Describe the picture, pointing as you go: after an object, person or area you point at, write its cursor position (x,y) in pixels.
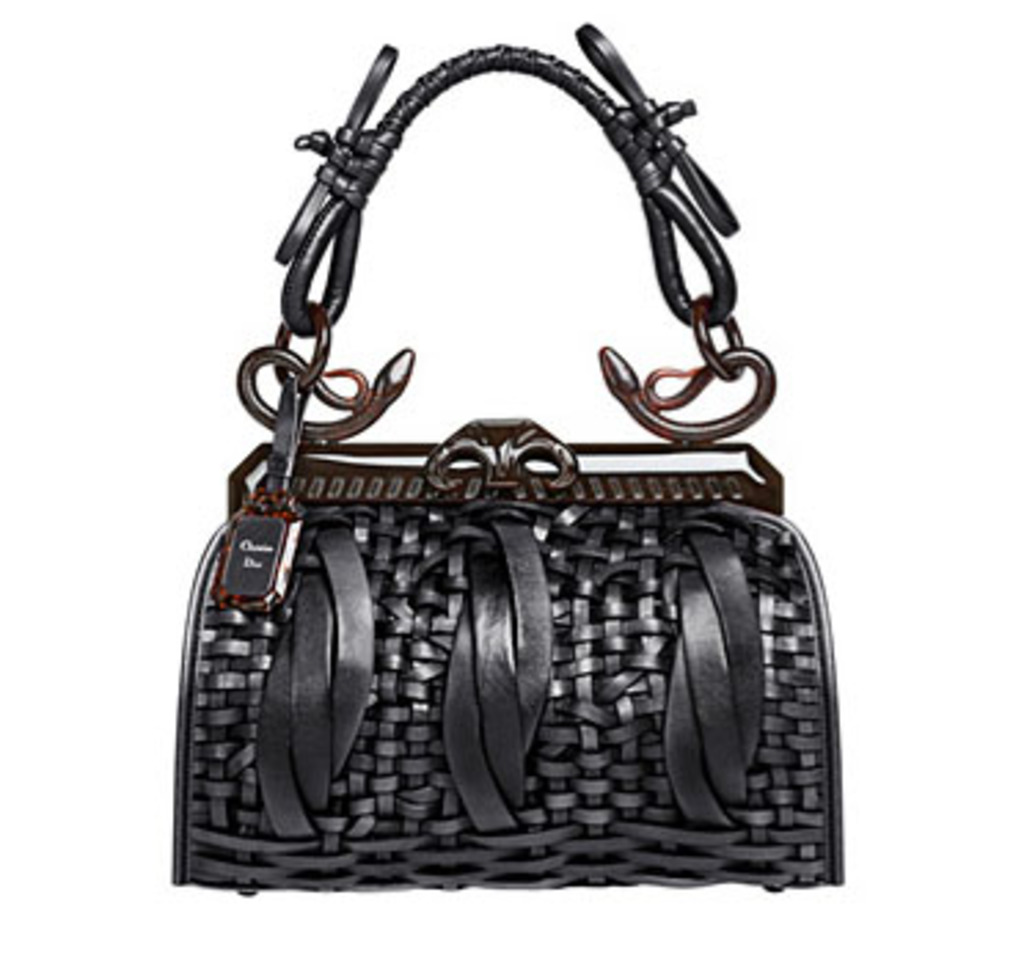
This picture shows a woman handbag (818,797).
